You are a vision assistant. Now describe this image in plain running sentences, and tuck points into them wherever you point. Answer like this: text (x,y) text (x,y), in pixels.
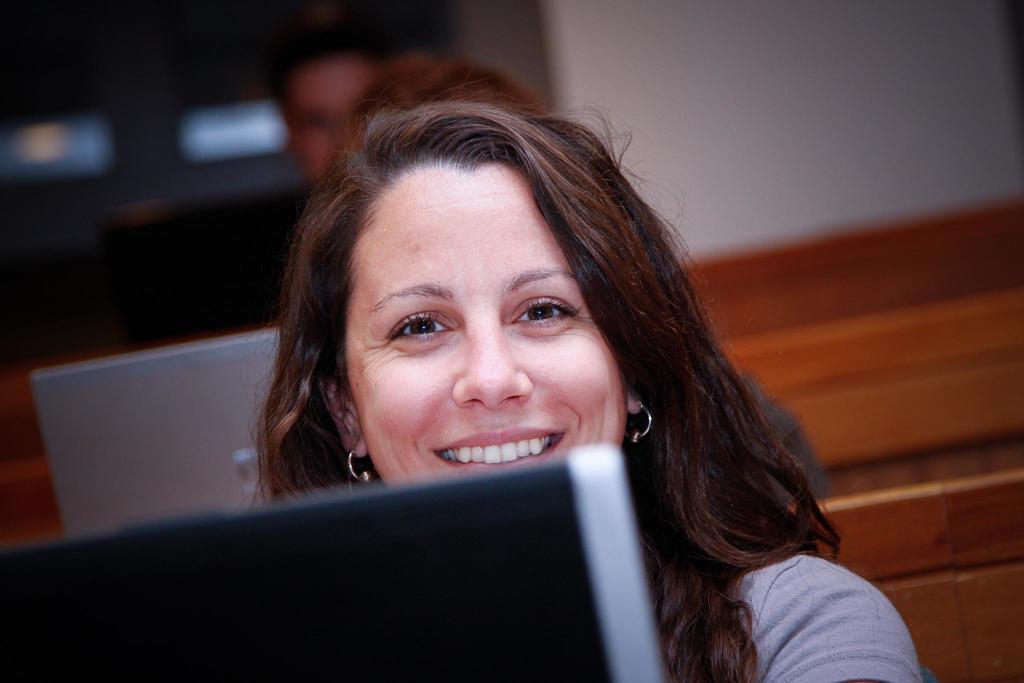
In this picture there is a woman (531,453) sitting and smiling and there is a device (416,608) in the foreground (364,646). At the back (321,81) there is a person (334,80) and there is a device (147,413) and there is a wall (764,91).
